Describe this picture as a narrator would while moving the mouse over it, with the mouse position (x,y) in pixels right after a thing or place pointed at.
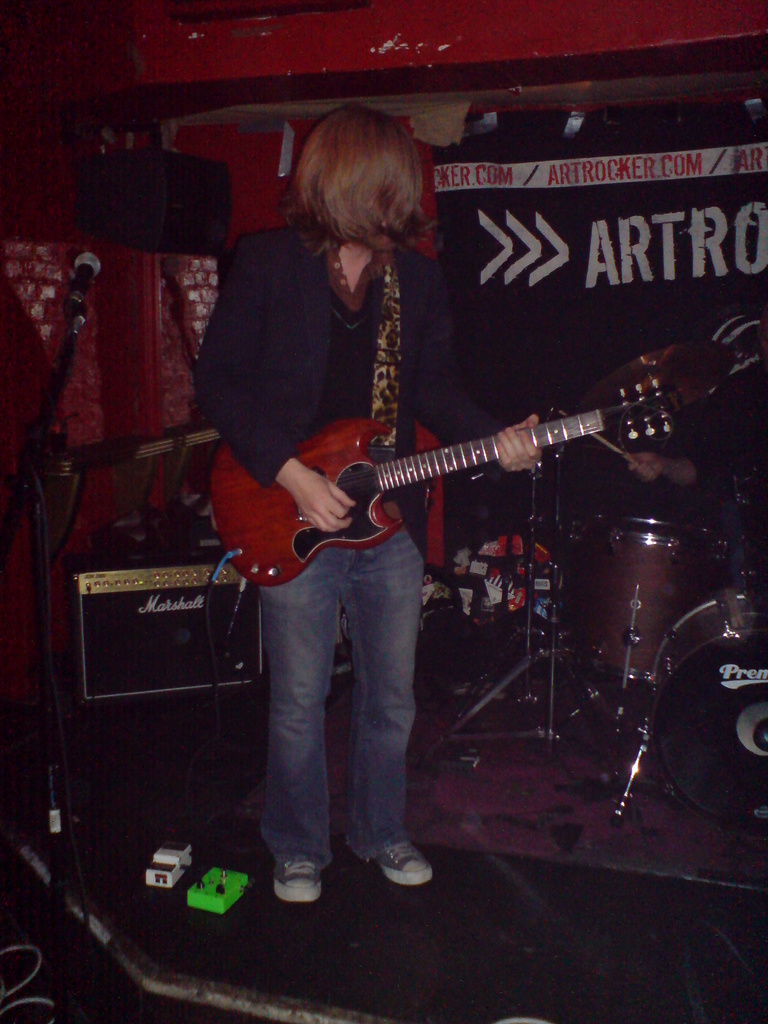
In this image there is a person (332,188) is standing is holding and playing a guitar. There is a person (750,414) at the right side (622,375) is playing a musical instrument (744,825). At the left side (67,324) there is a mike stand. At the right side (630,140) there is a banner (573,185).
